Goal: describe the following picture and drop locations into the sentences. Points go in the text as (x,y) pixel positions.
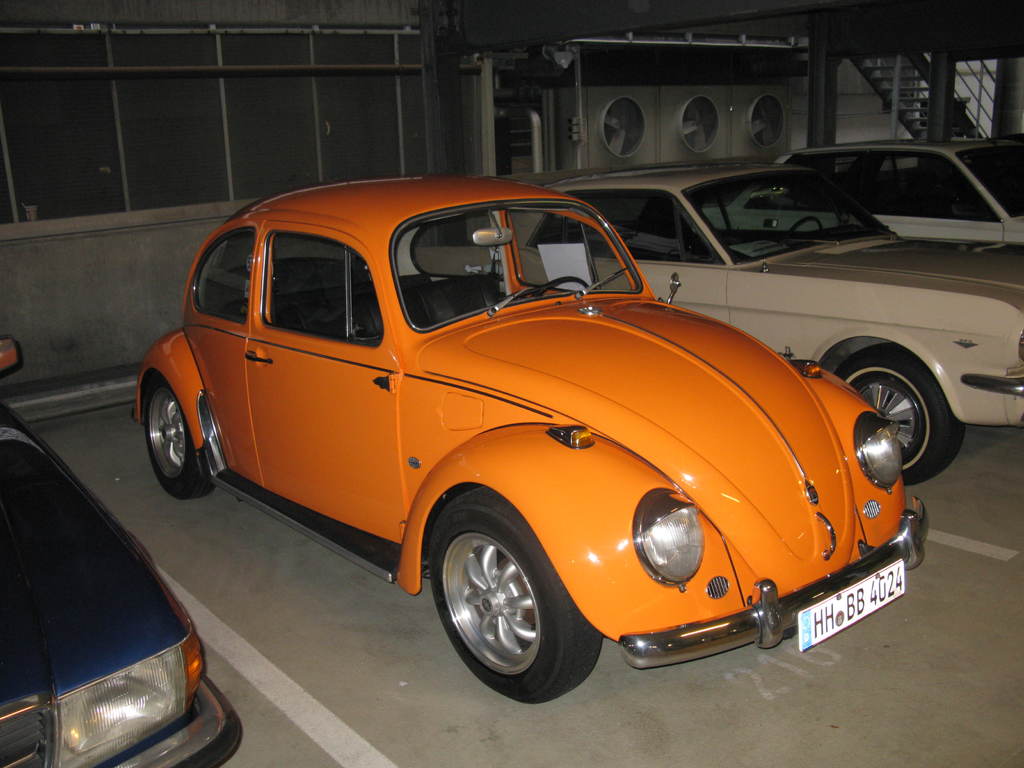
These are the different model cars (688,328), which are parked in the parking area (454,700). I can see the stairs (906,125). These look like a machine (579,116). These are the pillars (822,102).
